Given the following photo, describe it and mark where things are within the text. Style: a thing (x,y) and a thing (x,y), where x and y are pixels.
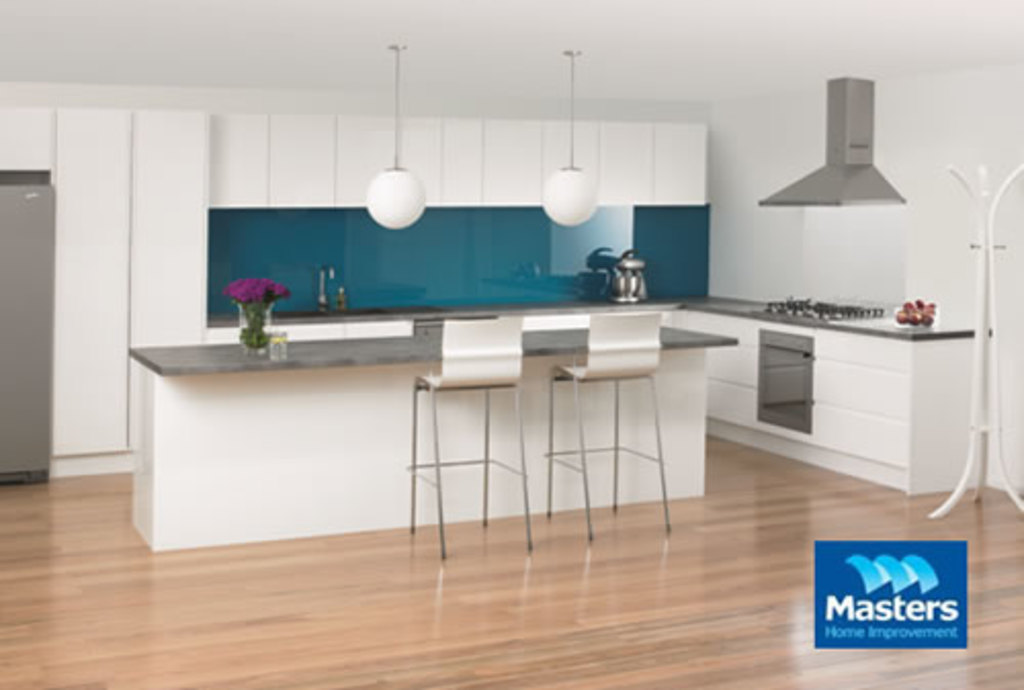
In this picture I can see the inside view of a room (297,433) and I see the counter top (399,349) in front (394,423), on which I see few flowers (241,292) and I see 2 chairs (468,349) in front of it and I see the floor (126,533). In the background (719,277) I see the wall (721,258) and on the right side of this picture (862,153) I can see the stove (829,316) and I can see a thing (839,141) above it. On the top of this picture (598,13) I see the ceiling (652,16) and I see 2 white color things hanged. On the bottom right corner of this picture (894,555) I see the watermark (923,554).
